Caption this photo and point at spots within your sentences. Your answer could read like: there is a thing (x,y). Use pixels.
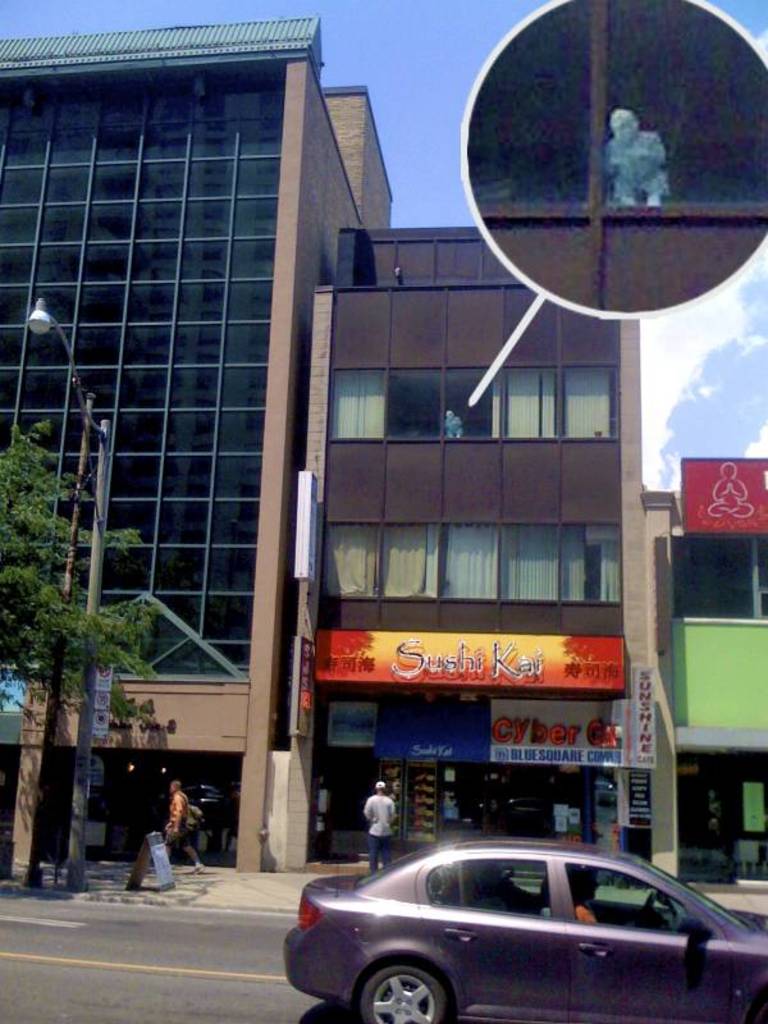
In front of the image there is a person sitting in the car (546,899) and the car (407,928) is on the road (276,930). Behind the car (473,879) there are two people (180,843). There are boards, buildings (160,531), trees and a light pole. On the right side of the image (627,163) we can see a person (619,172) sitting inside the building (581,213). At the top of the image (469,75) there are clouds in the sky (393,107).
